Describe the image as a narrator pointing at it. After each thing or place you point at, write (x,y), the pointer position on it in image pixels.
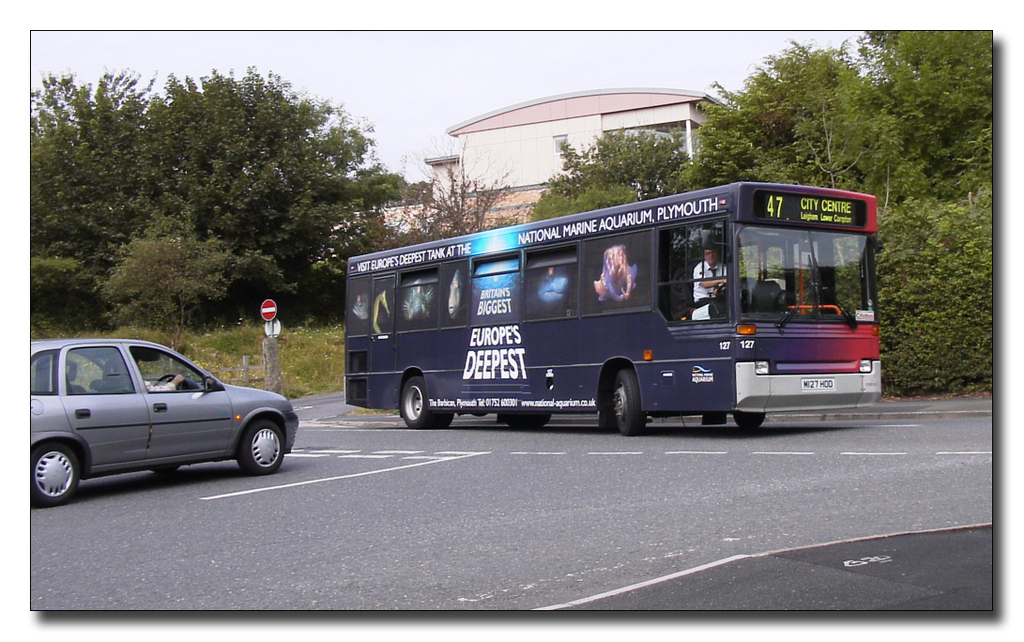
In the image there is a road (315,427) and on the road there is a bus (428,372) and a car (153,420), around the road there are plants (205,175) trees (190,171) and in the background (572,143) there is a building (605,115).
